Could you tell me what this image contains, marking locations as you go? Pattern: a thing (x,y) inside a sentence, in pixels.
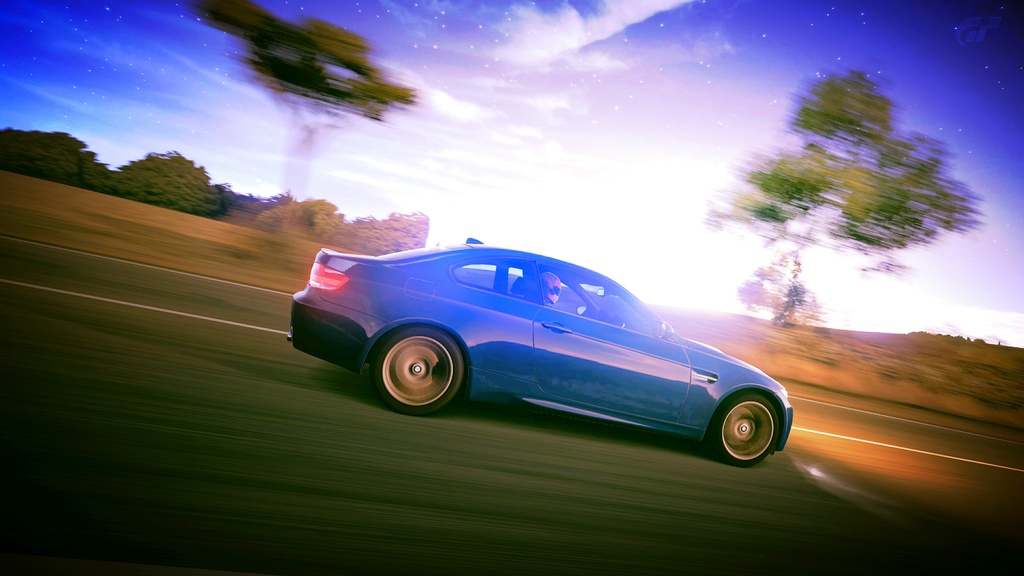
In this image I can see the blurry picture in which I can see a blue colored car (586,323) on the road (542,466). I can see a person (552,300) in the car (576,294). In the background (532,206) I can see few trees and the sky (533,78).
